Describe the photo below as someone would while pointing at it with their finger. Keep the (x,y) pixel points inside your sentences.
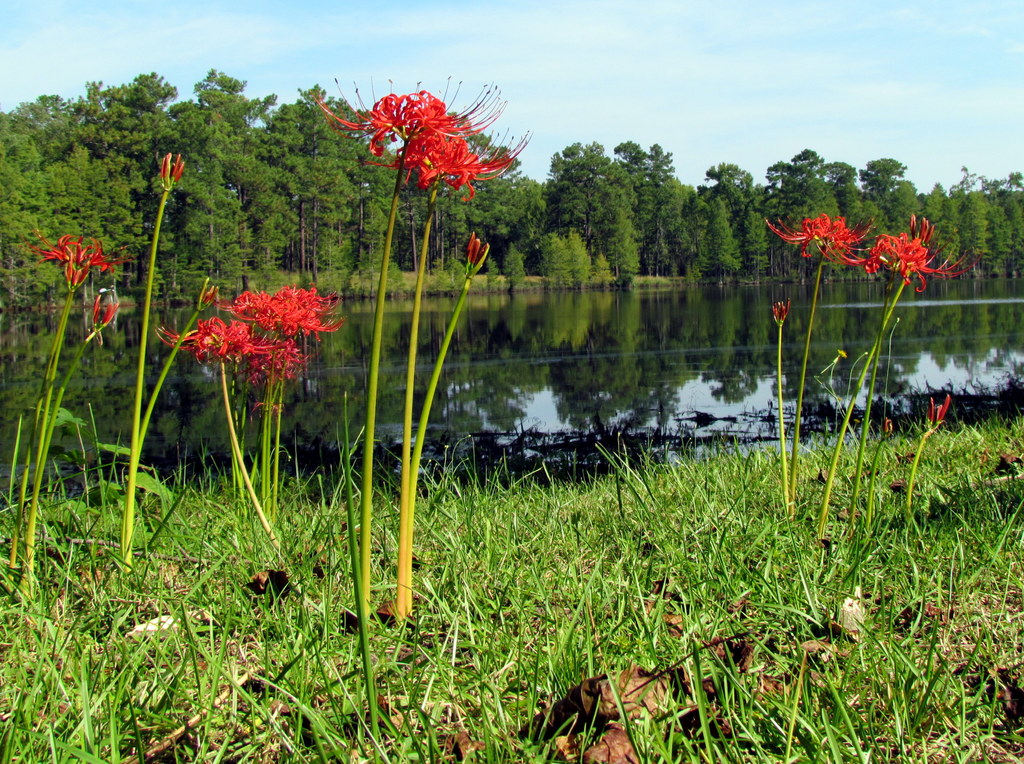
This is grass (754,656) and there are plants (250,334) with flowers (238,332). Here we can see water (655,339) and trees (514,184). In the background (938,88) there is sky (751,57).
